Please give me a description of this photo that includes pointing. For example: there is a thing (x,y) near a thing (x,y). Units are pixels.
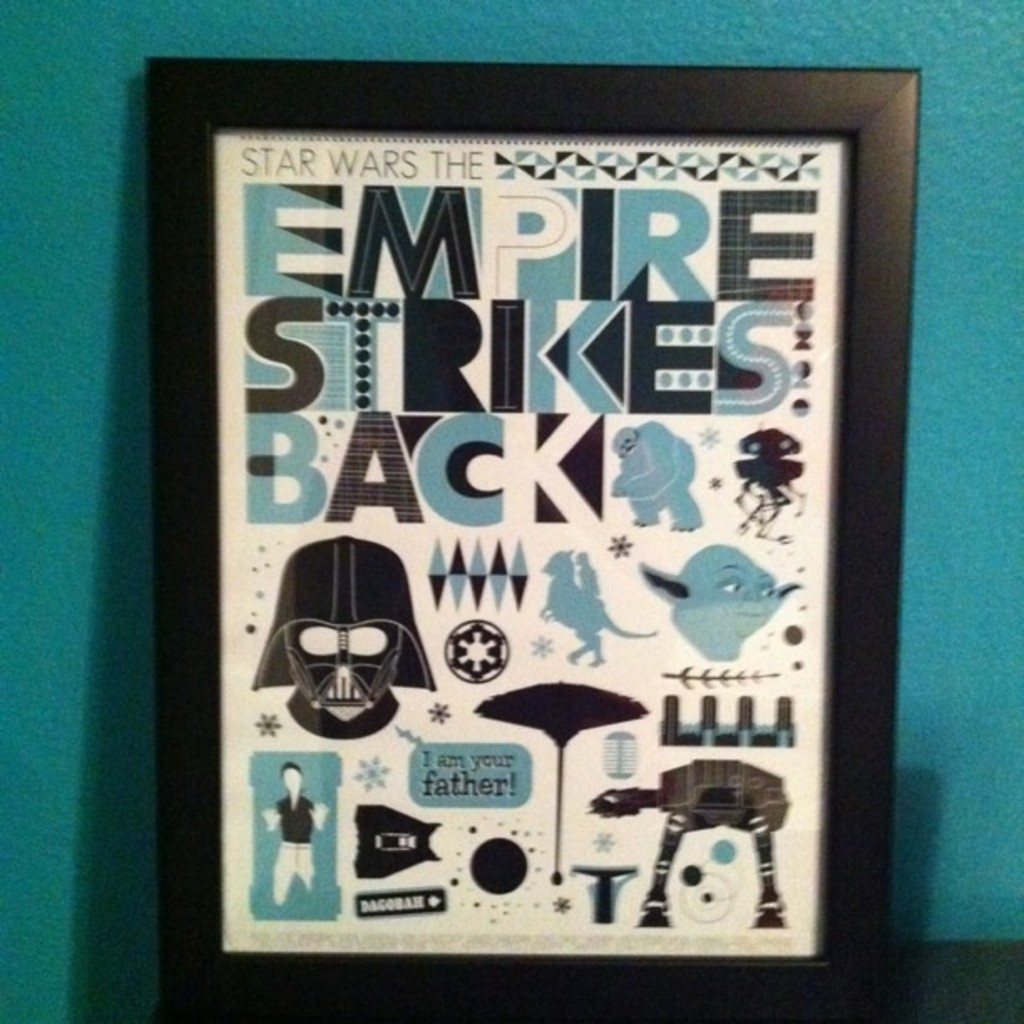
In this image we can see a photo frame (827,965) which consists of some text (563,223), logos (438,715) and pictures (275,777) and behind it there is a wall (134,973) which is in blue color.
